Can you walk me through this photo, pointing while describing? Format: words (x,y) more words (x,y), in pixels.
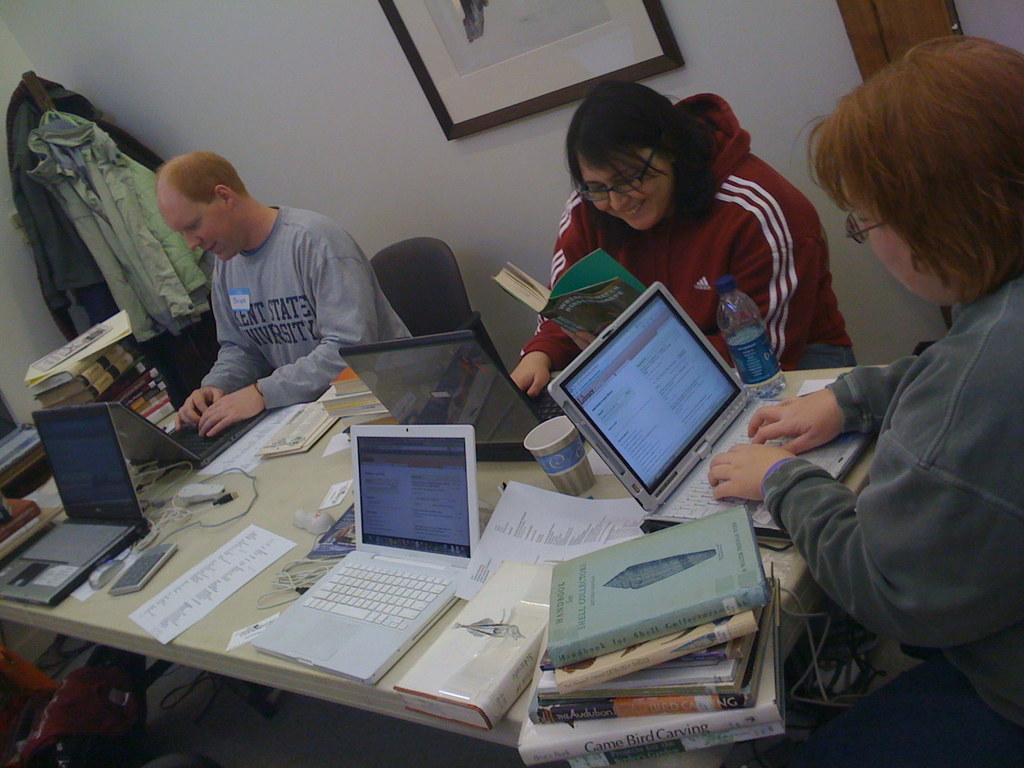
In this image there is a table (269,508), on that table (285,505) there are books (331,551), papers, cup (561,465), laptops (515,437), around the table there are three persons (948,443) sitting on chairs (433,317), in the background (34,37) there is a wall (797,62) to that wall (797,62) there is a frame (508,80) and clothes (77,168).
